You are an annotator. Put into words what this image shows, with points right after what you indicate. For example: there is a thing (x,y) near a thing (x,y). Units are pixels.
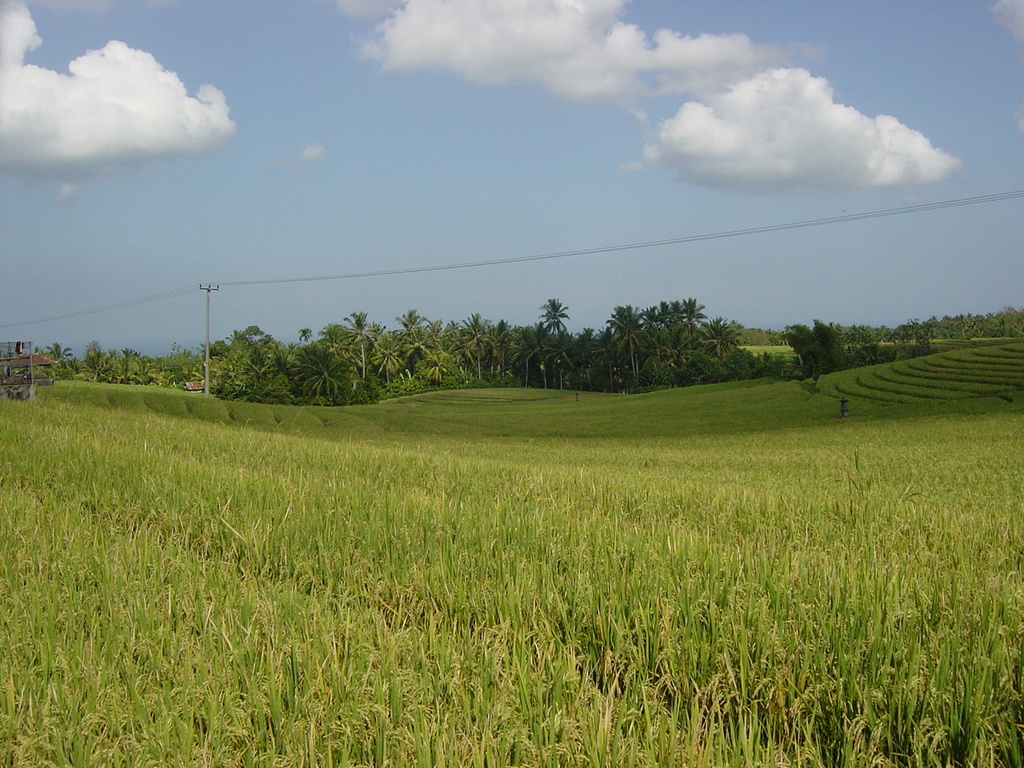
In the image there is a paddy field (325,426) on the land (174,585) with many coconut trees (265,364) in the background (365,359) all over the place, there is a electric pole (210,288) on the left side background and above its sky (270,184) with clouds (701,116).
